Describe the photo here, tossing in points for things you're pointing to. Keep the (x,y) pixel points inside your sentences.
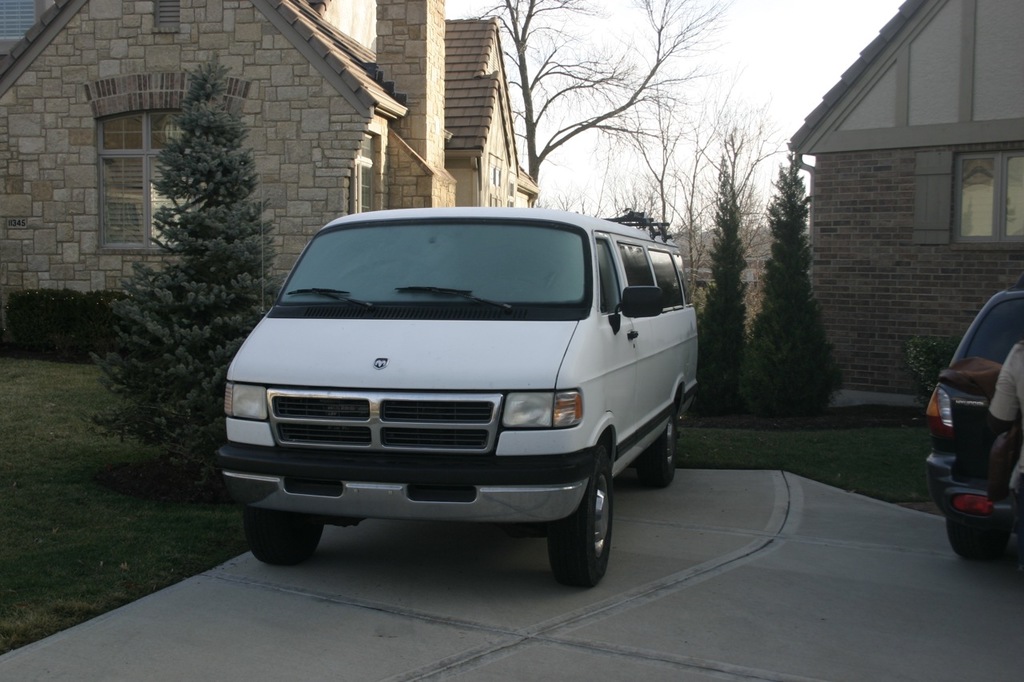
In this image there are vehicles (490,433) on a pavement (368,644), on either side of the pavement (721,670) there is grassland (45,439), in the background (815,313) there are trees (584,122) and houses (810,173) and the sky (744,89).
